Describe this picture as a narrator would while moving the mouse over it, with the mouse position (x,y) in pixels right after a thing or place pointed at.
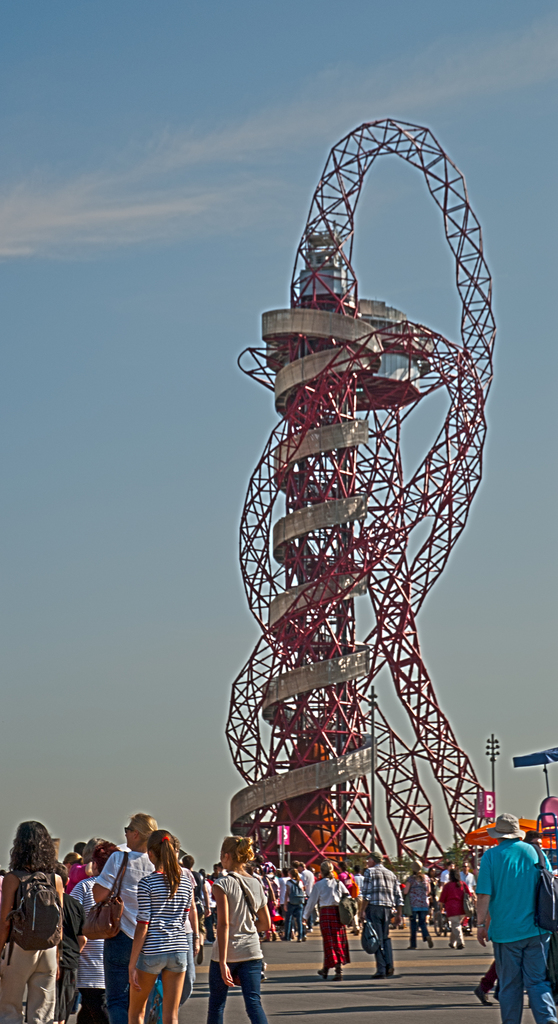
In the center of the image (300,602) there is a tower (307,631). At the bottom (122,885) we can see people (332,875). On the right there are poles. In the background (464,653) there is sky (541,791) and we can see trees (404,861).
